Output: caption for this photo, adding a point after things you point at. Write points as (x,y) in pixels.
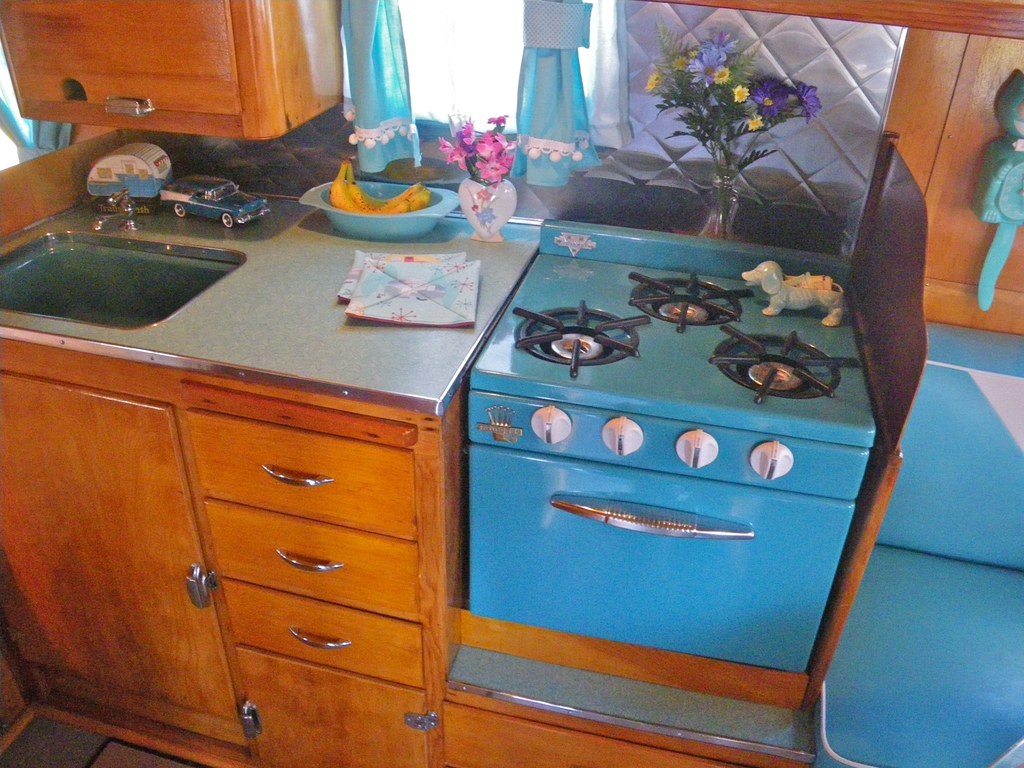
In this image there are cupboards (256,37), sink (115,238), tap (135,206), toys (220,205), bananas (361,197), flowers (490,176), vases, curtains (547,98), stove (684,314) and objects (430,292).
